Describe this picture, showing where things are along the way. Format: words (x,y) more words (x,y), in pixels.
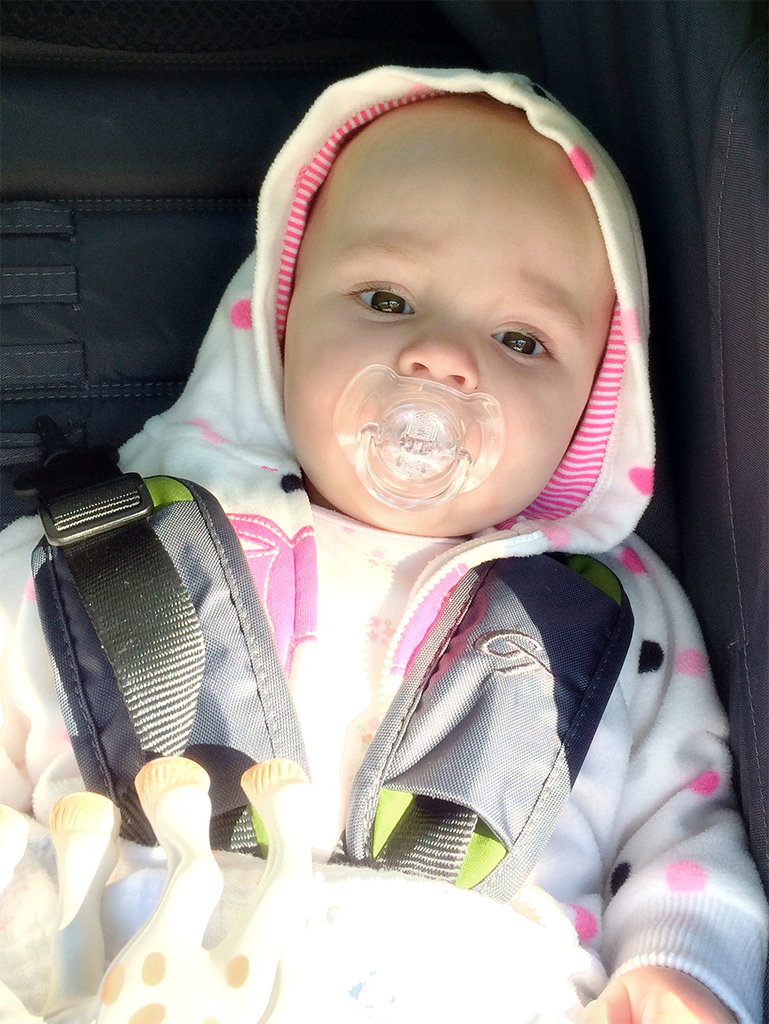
There is a baby (481,503) wearing white and pink dress (554,129). There is a pacifier (414,406) in his mouth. There is a toy (189,1017) at the front (132,1009).
